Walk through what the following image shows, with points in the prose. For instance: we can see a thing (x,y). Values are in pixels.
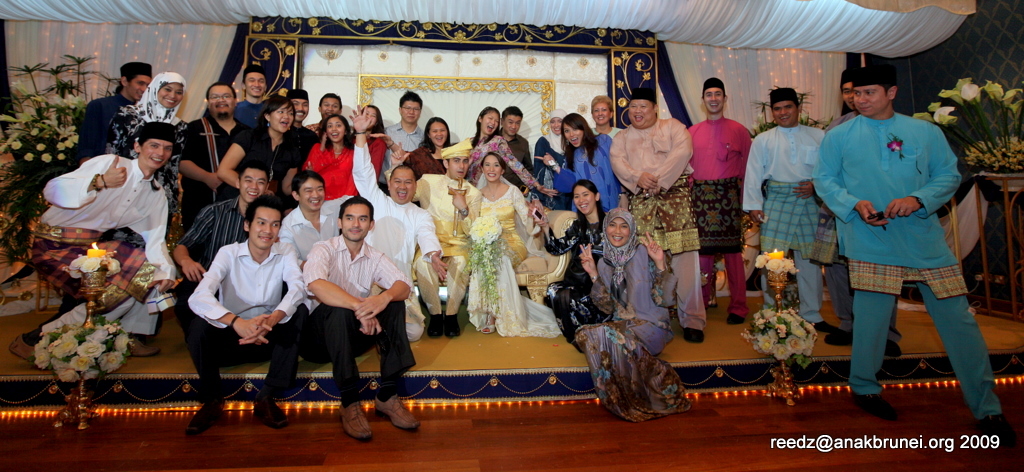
In this image I can see the group of people (638,321) with different color dresses (389,197). To the side of these people (505,302) I can see the flower vases (797,350) and bouquets (797,334). In the background (439,99) I can see the curtains (522,5) which are colorful. I can also see the watermark (838,446) in the image.
